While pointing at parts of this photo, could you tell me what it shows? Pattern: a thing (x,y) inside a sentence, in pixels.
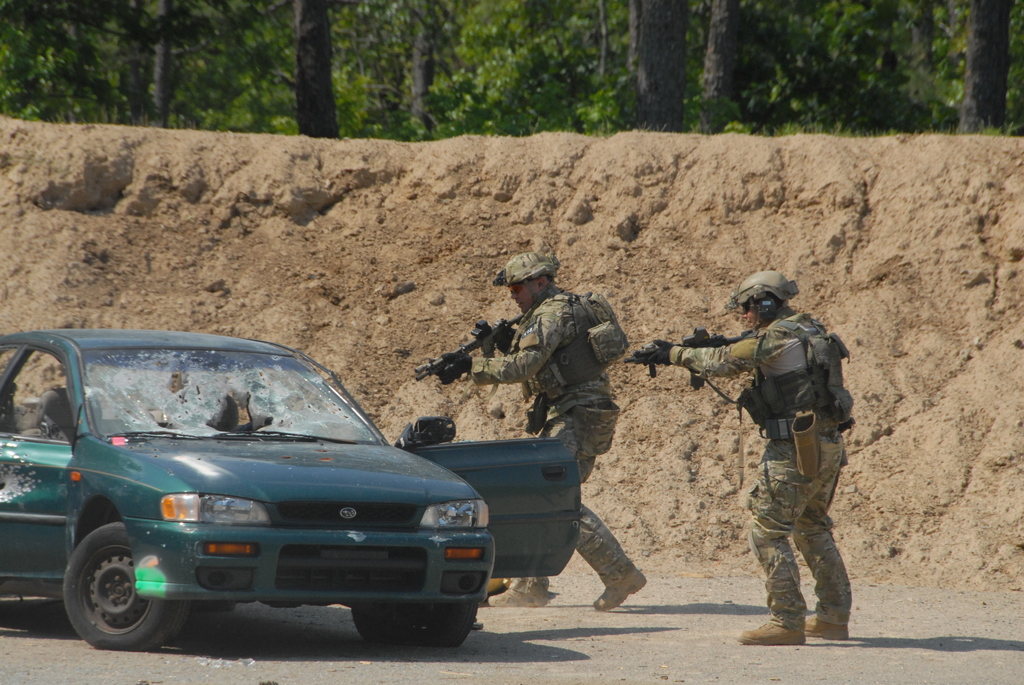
In this image there are trees (441,50) towards the top of the image (498,77), there is a mud wall (795,239), there are two men (783,386) standing and holding a gun (485,346), there is the road (437,657) towards the bottom of the image (257,664), there is a car (128,637) towards the left of the image (138,496).
